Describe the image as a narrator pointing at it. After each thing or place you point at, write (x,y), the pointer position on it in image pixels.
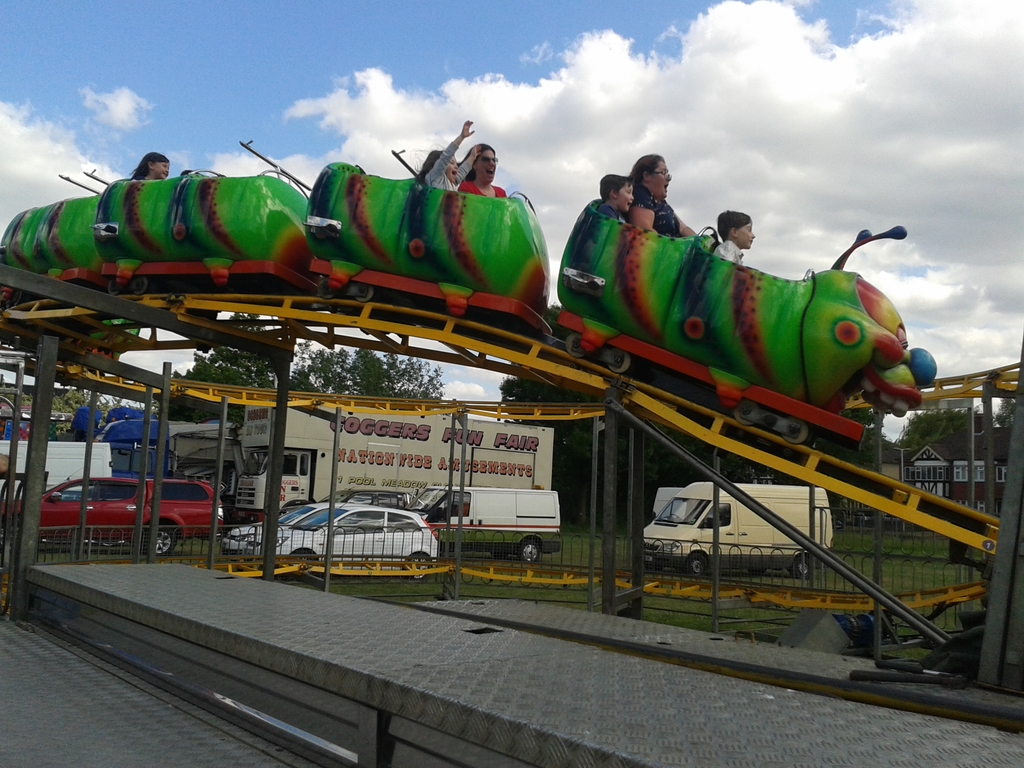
In this image we can see a few people (638,162) are riding on the roller coaster (638,312), there are poles (640,544), vehicles (473,513) on the road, there are trees (949,430), house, also we can see the cloudy sky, and there are text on a vehicle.
